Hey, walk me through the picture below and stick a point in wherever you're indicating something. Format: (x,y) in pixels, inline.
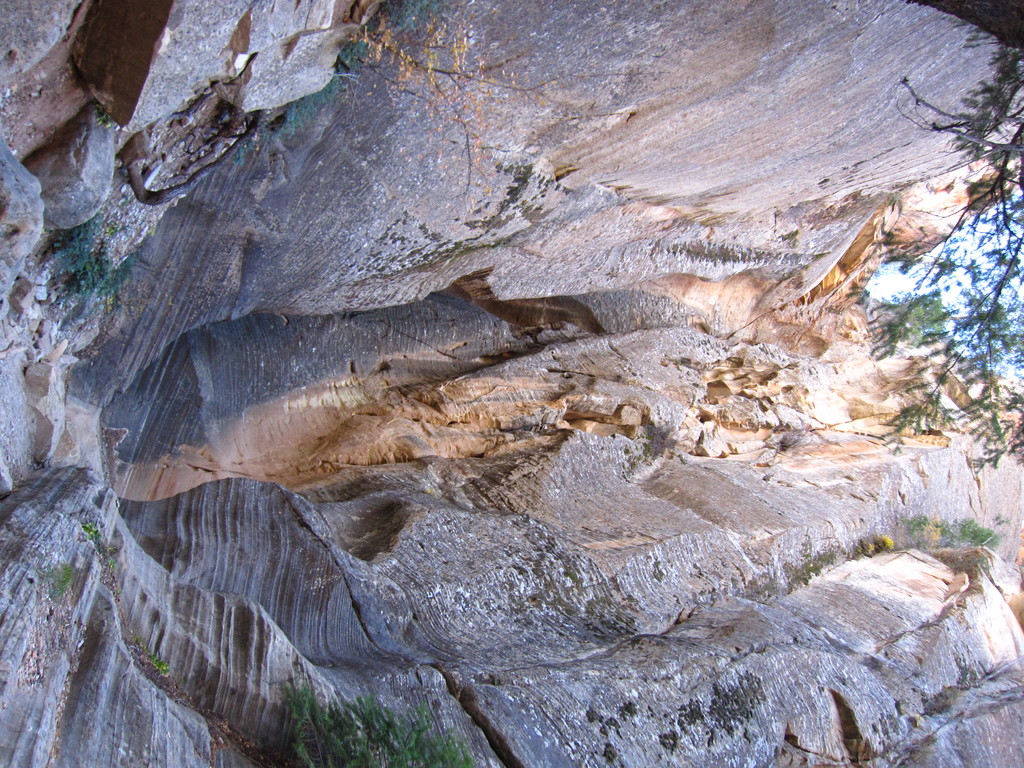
In this picture we can see a big rock (373,352) and some trees (939,377).
